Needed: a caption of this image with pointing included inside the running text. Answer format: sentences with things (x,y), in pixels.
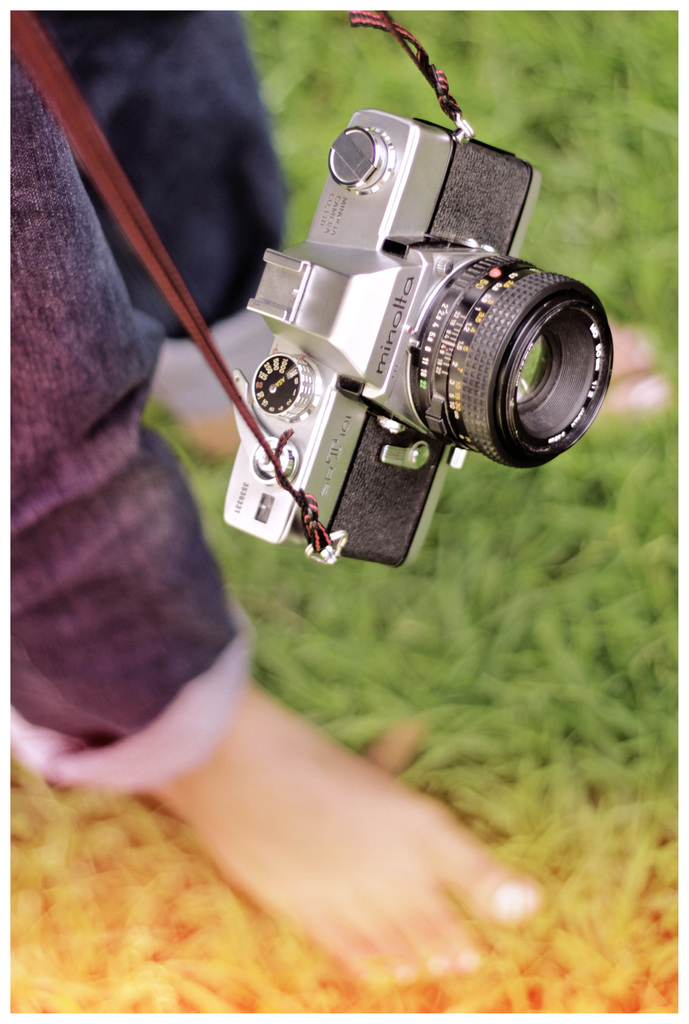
In this image there is a camera (353,442). There is text (377,356) on the camera (352,385). There is a tag (54,78) attached to the camera (284,380). To the left (71,458) there are legs (140,492) of a person (230,714) standing on the ground (448,790). The background (614,91) is blurry.
